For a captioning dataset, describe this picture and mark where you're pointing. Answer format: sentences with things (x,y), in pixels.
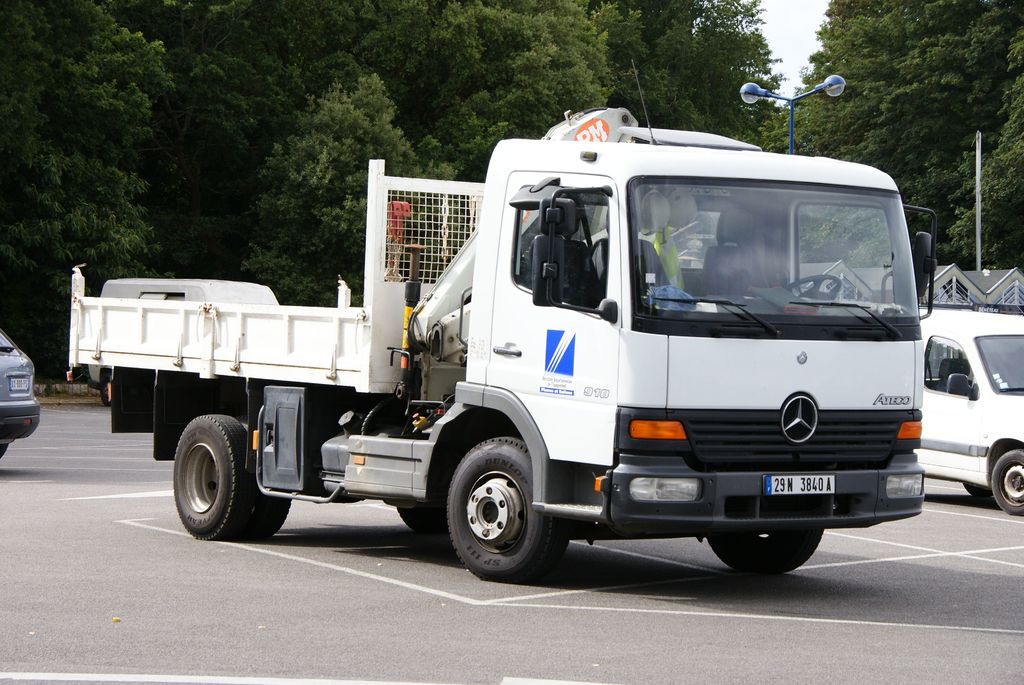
In the picture we can see a truck (874,313), which is white in color with a trolley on it and beside it, we can see some cars (9,361) and behind it also we can see some cars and behind it we can see a pole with lights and in the background (110,201) we can see trees (557,53).
